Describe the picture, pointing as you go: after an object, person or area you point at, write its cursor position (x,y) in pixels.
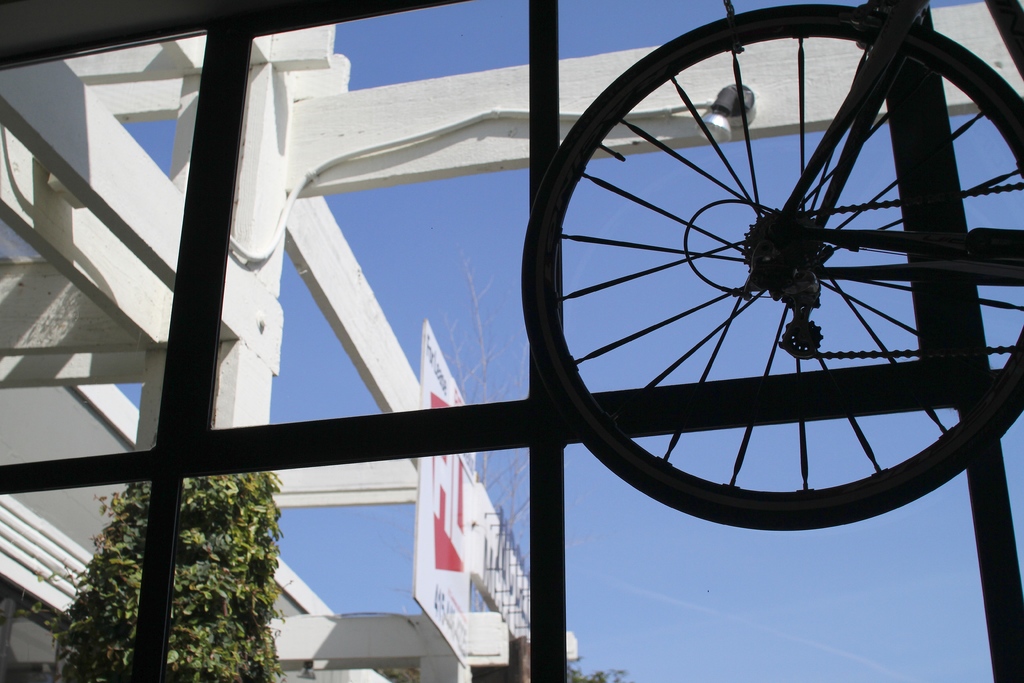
In this picture we can see wheel (683,144) of a bicycle (908,274), chains (874,203), cable (720,202) and glass windows (174,595), through glass windows (175,622) we can see a board (468,501), leaves (573,681), planks (416,640), light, sky (376,569) and objects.
